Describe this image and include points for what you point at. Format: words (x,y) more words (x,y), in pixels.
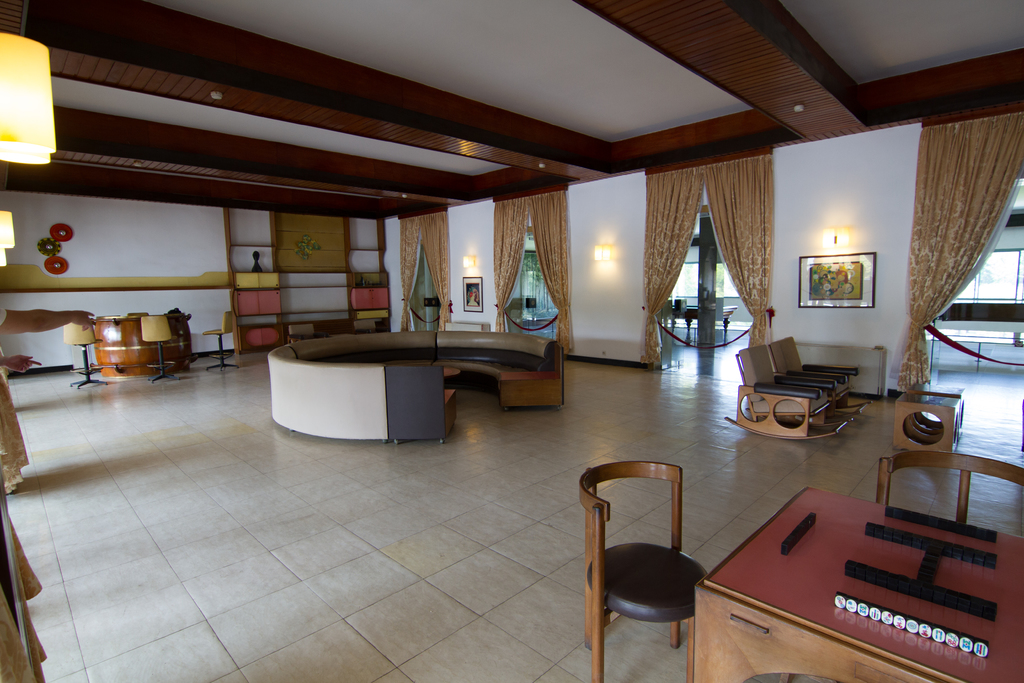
In this picture there is a table (987,582) which has few objects (929,589) placed on it and there are two chairs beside it and there are few sofas (285,389), chairs (312,334), curtains (514,256) and some other objects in the background (558,241) and there are few lights (25,163) in the left top corner (19,163).
